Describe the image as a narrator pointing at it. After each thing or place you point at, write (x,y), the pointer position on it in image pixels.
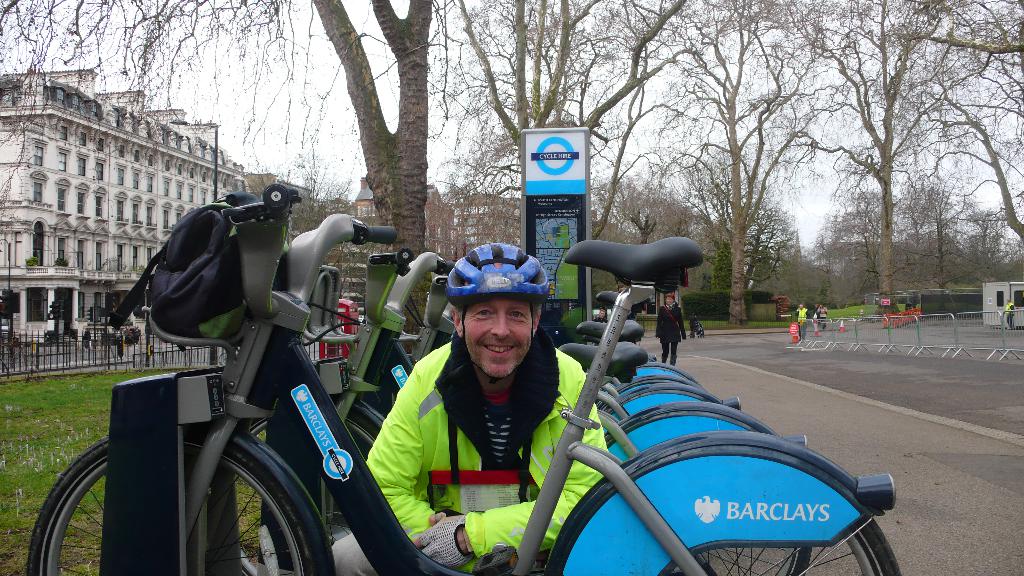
This picture is clicked outside. In the center (385,268) we can see the group of bicycles (731,443) parked on the ground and we can see person (528,371) wearing helmet (490,280) and seems to be squatting on the ground (768,387). On the right (985,328) we can see the group of persons (668,320), metal rods (944,339), plants (707,304) and some other objects (996,291). On the left (53,392) we can see the green grass (99,432), metal rods (130,347) and the buildings (221,155) we can see the light (182,126) attached to the pole (217,198). In the background (223,72) we can see the sky (320,70), trees (353,72), buildings (452,221) and we can see the text (545,153) and some picture (561,277) on the board (563,193) and some other objects (1018,294).
